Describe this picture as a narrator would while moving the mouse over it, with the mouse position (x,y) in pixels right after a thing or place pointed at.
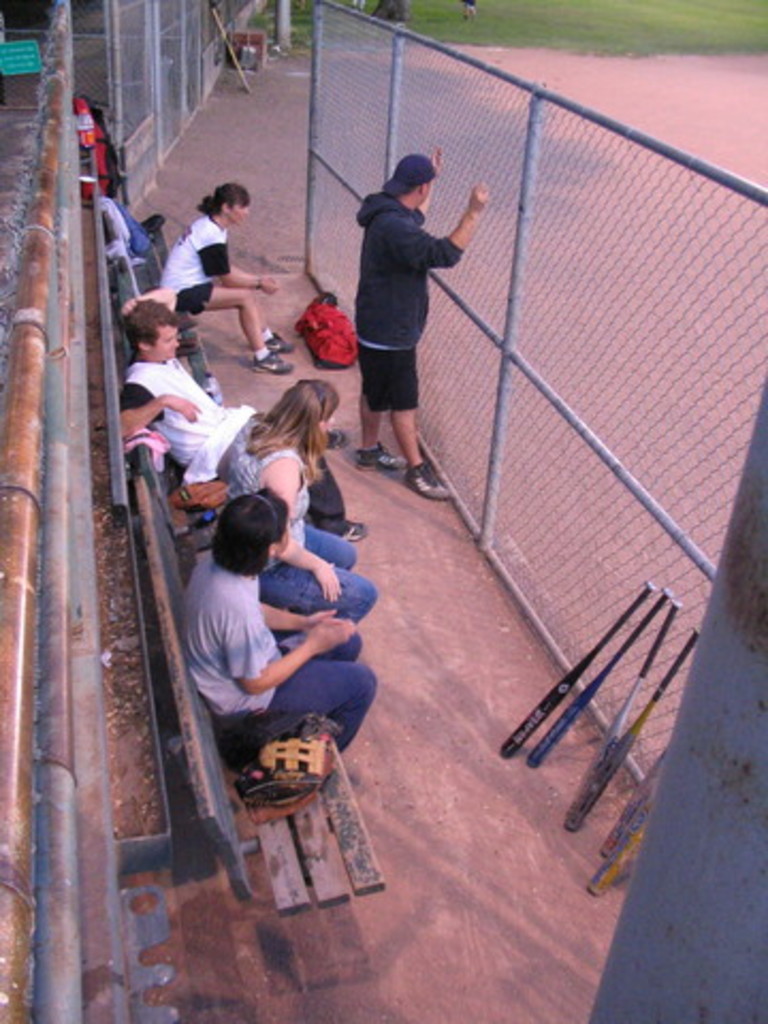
In the image there are few people (209,398) sitting on bench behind a fence (393,108) with baseball bats (608,670) on it, in the back (428,7) there is grassland (529,10).
